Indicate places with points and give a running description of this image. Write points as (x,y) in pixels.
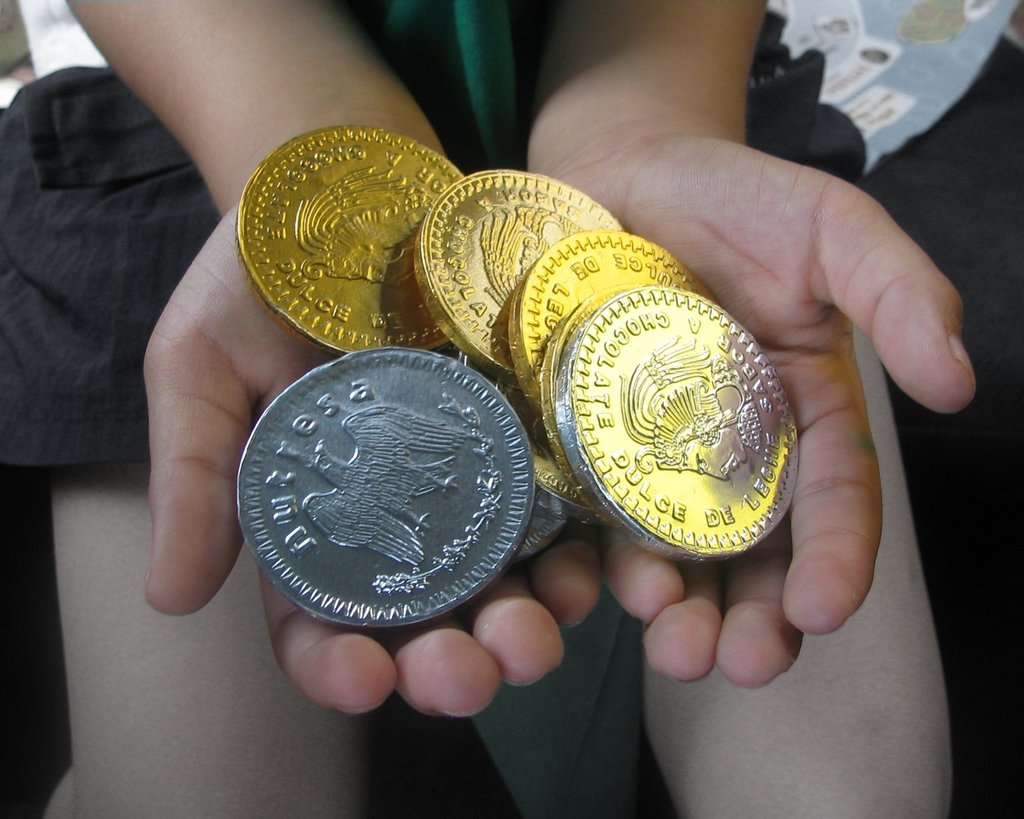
In the center of the image (407,450) we can see a person (685,67) is holding the coins (570,323).
